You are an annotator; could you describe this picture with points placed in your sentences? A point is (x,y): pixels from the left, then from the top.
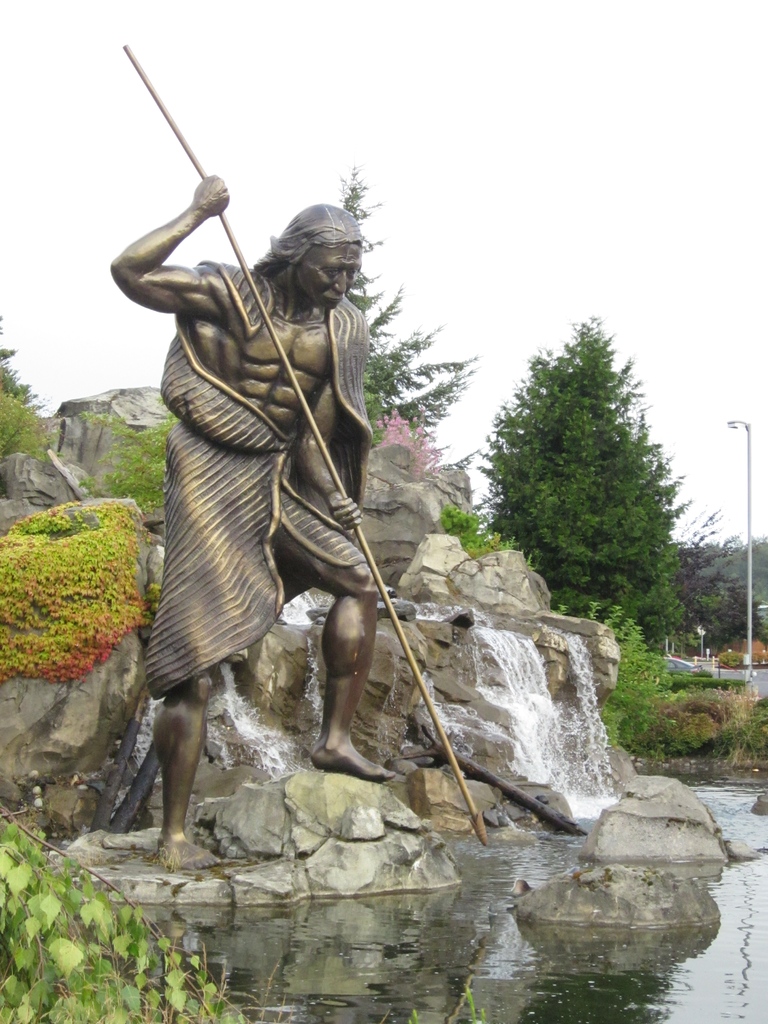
In this picture we can see a statue (293,431) here, at the bottom (662,931) there is water (651,996), we can see rocks (655,872) here, in the background (620,579) we can see trees (690,553), there is a pole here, we can see the sky (484,212) at the top of the picture (471,70).
